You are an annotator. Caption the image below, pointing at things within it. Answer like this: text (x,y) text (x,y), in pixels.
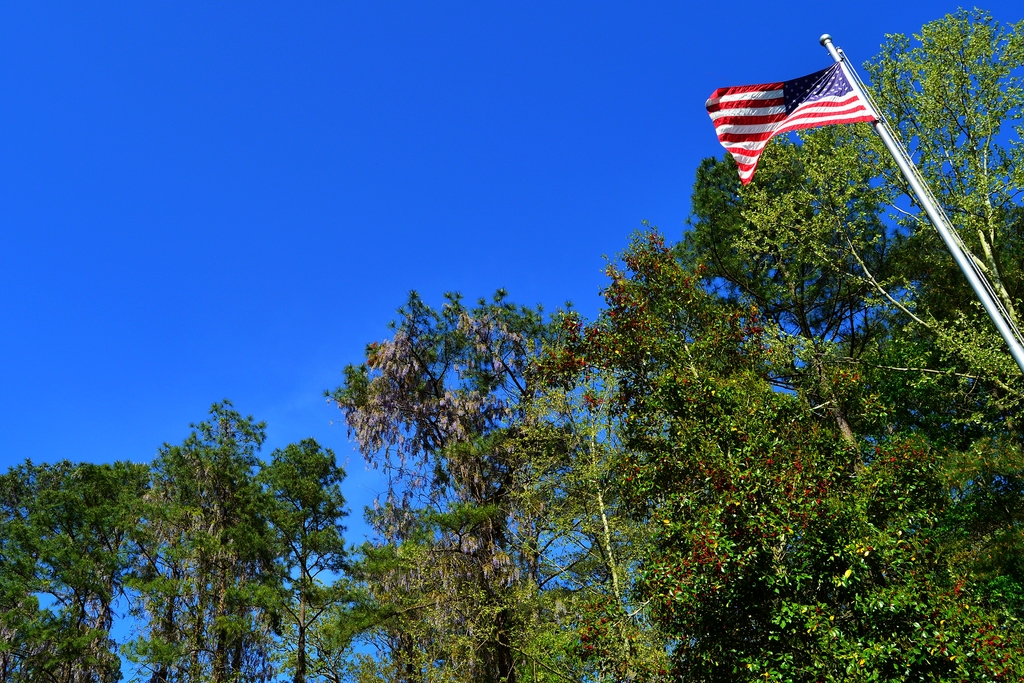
At the bottom of the picture (654,511), we see the trees (614,460). On the right side (1013,353), we see a flag pole (904,169) and a flag (735,128) in white, red and blue color. At the top (240,78), we see the sky (415,56), which is blue in color.
